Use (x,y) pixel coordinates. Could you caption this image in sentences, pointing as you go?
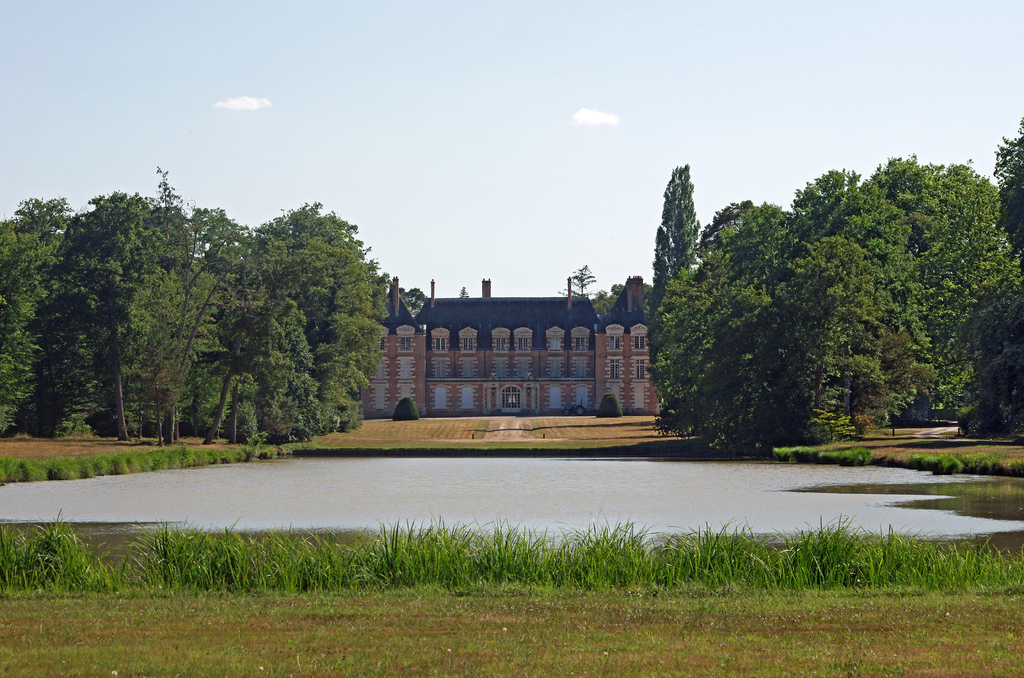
In this image I can see the grass (465,588). To the side of the grass (443,568) I can see the water (571,506). In the back (519,368) I can see the building (490,336), many trees (652,304) and the sky (400,144).
